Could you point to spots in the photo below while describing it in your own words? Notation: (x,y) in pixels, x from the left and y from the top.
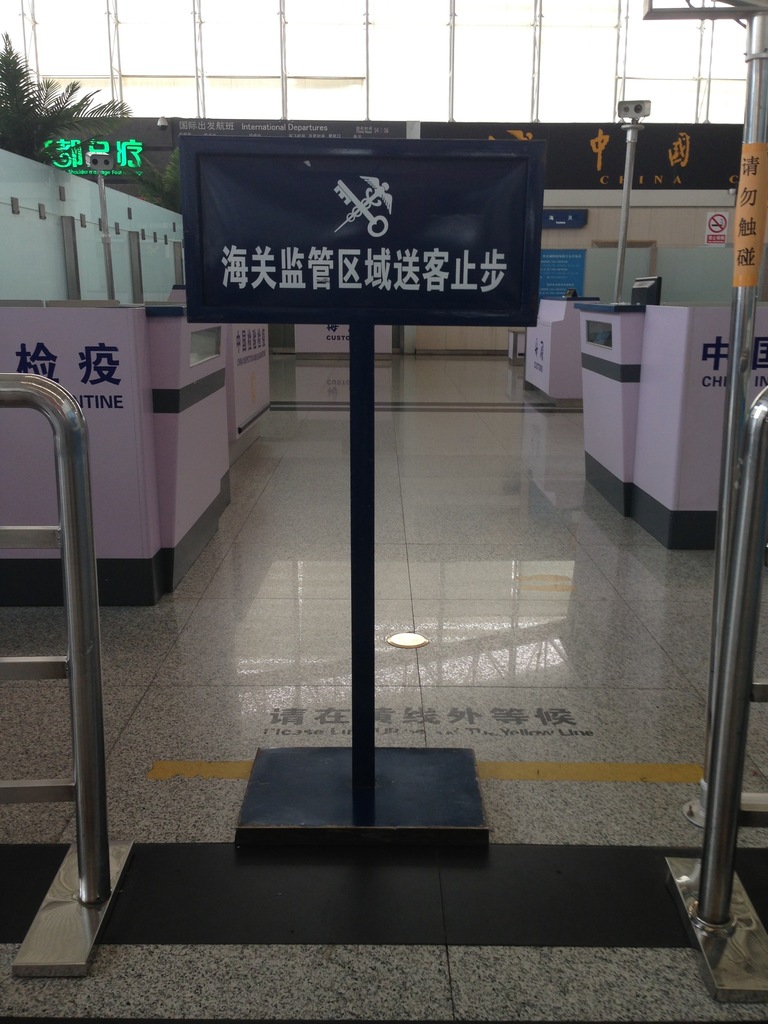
In this image we can see a board (329,268) with something written on a stand (361,523). On the sides there are railings (88,582). Also there are blocks (265,361) with something written. On the left side (12,108) there are trees (177,169). In the back (172,110) there is a building (376,107) with something written on that.
